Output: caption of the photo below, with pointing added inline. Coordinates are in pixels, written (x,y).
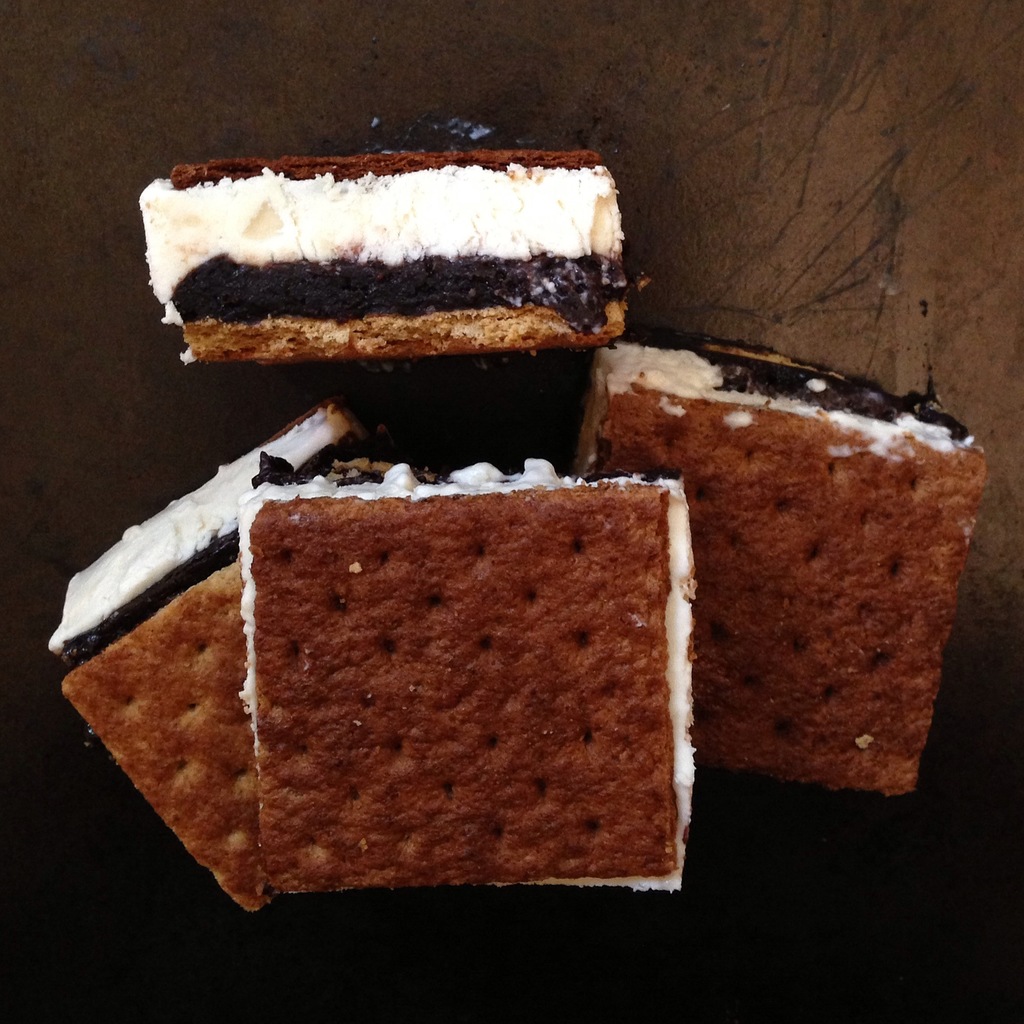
In this image, we can see pieces of cake (674,561).
